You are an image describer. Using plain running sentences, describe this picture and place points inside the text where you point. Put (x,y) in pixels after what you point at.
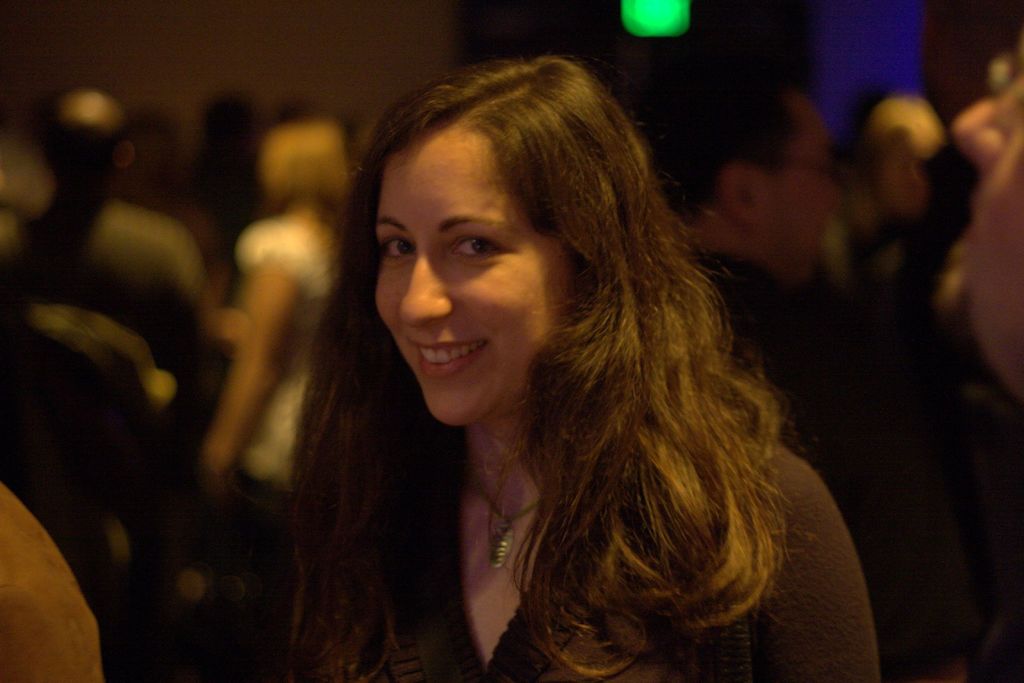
In this image there is a woman (561,458) standing, in the background (178,327) there are people (760,248) and it is blurred.
